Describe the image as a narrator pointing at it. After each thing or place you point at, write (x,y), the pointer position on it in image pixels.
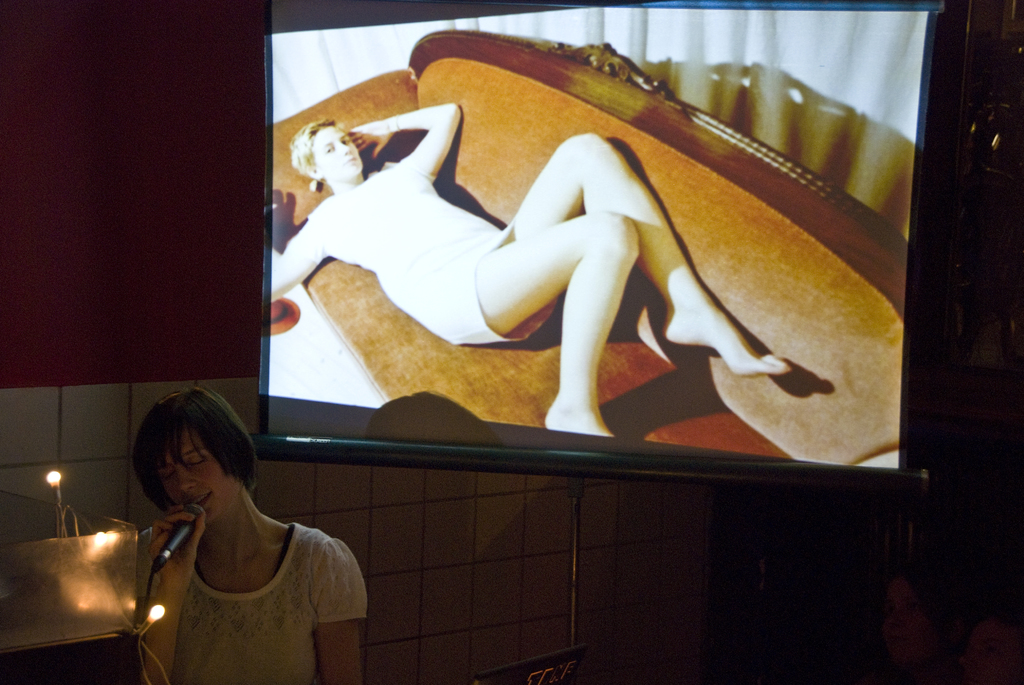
In this picture we can see a woman (314,562) holding a mic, here we can see lights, some objects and in the background (381,545) we can see a wall (421,538), screen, on this screen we can see a woman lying on a sofa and in the background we can see a curtain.
